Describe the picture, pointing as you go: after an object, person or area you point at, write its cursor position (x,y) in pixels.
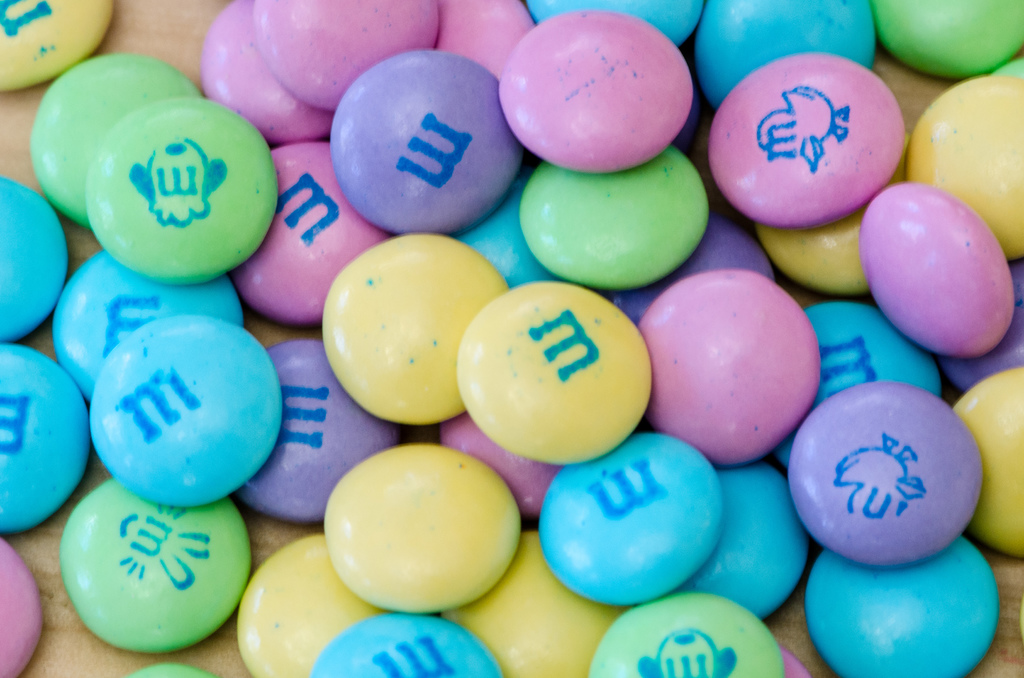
In the picture I can see few gems (623,405) which has something written on it is in different colors.
